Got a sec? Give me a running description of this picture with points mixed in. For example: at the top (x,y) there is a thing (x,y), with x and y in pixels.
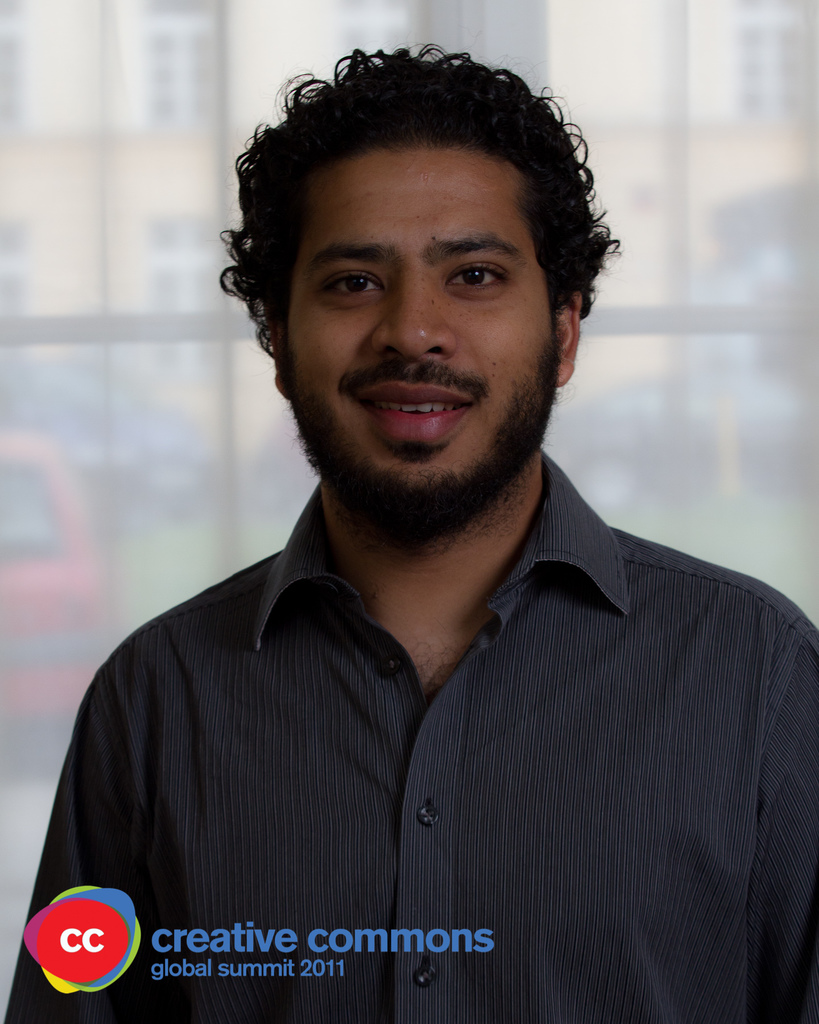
In the front of the image (307,783) I can see a man (441,592). In the background of the image (217,22) it is blurry. I can see a building (284,73) and objects (38,480). At the bottom of the image (378,949) there is a watermark (61,949).
